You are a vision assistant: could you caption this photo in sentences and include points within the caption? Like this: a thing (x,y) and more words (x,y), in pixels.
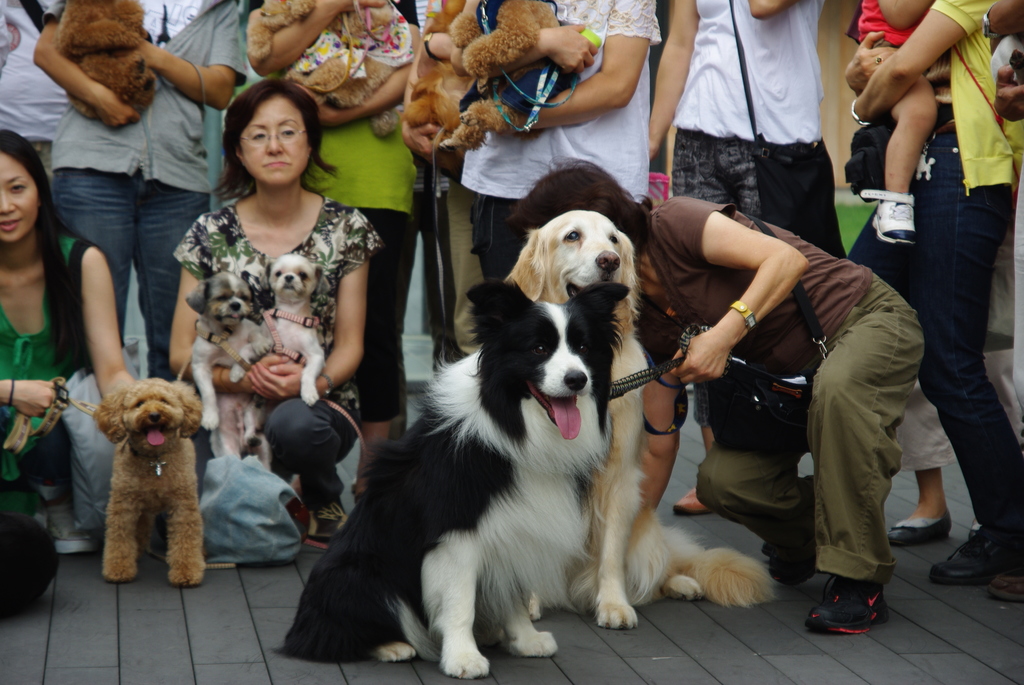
There are two dogs (437,373) at the center (635,286). There is a person (742,484) holding a dog (599,219) and they are on the right side (711,271). There is a woman (315,122) holding two dogs (315,326) and she is on the left side (323,146) and in the background (10,89) there are many people (691,137).
